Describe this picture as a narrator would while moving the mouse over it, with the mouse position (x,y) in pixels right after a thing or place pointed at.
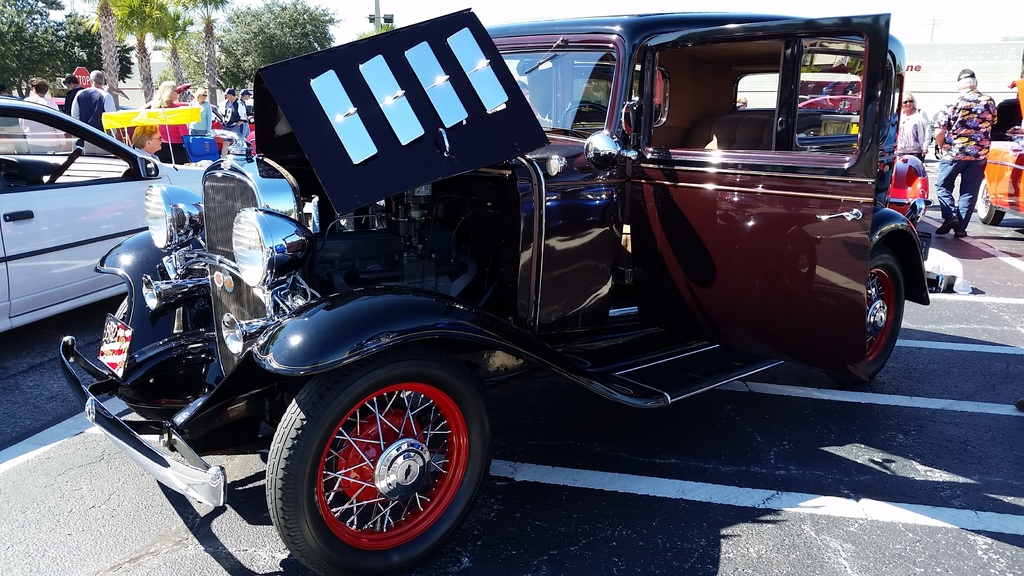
In this picture we can see two cars (153,289) in the front (166,255), in the background (293,48) there are some trees (216,40), we can see some people (80,104) standing on the left side (98,104), there is the sky (919,21) at the top of the picture (372,26).
